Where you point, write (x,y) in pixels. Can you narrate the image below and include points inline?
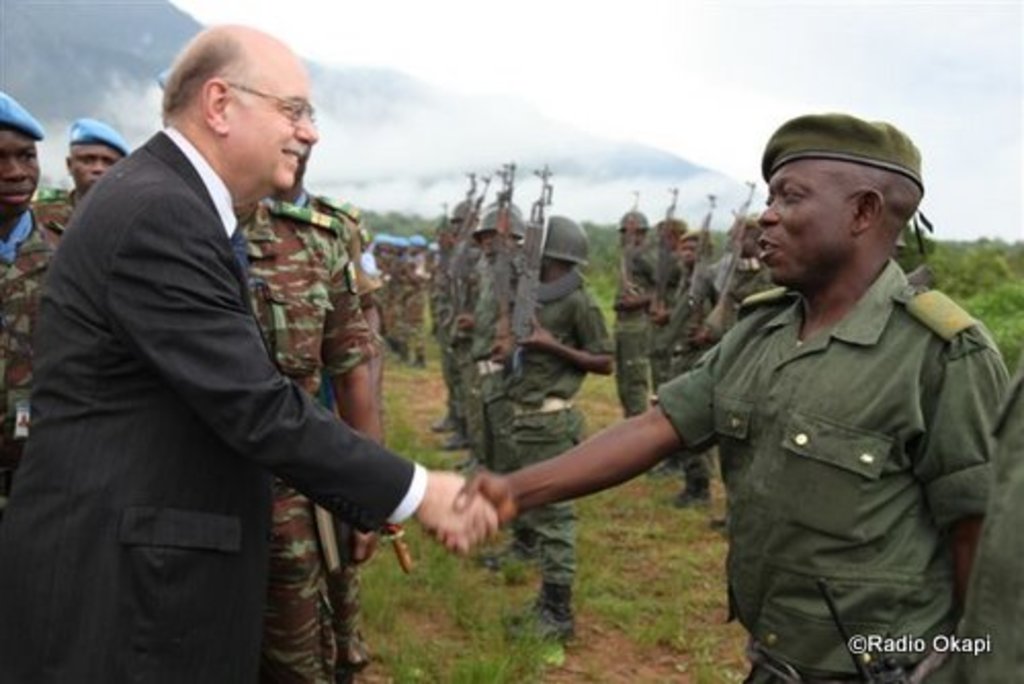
In this picture, we can see a few people (619,397) and among them two are holding their hands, and we can see the ground (425,420), grass (595,431), plants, mountains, and we can see some text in the bottom right side of the picture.
